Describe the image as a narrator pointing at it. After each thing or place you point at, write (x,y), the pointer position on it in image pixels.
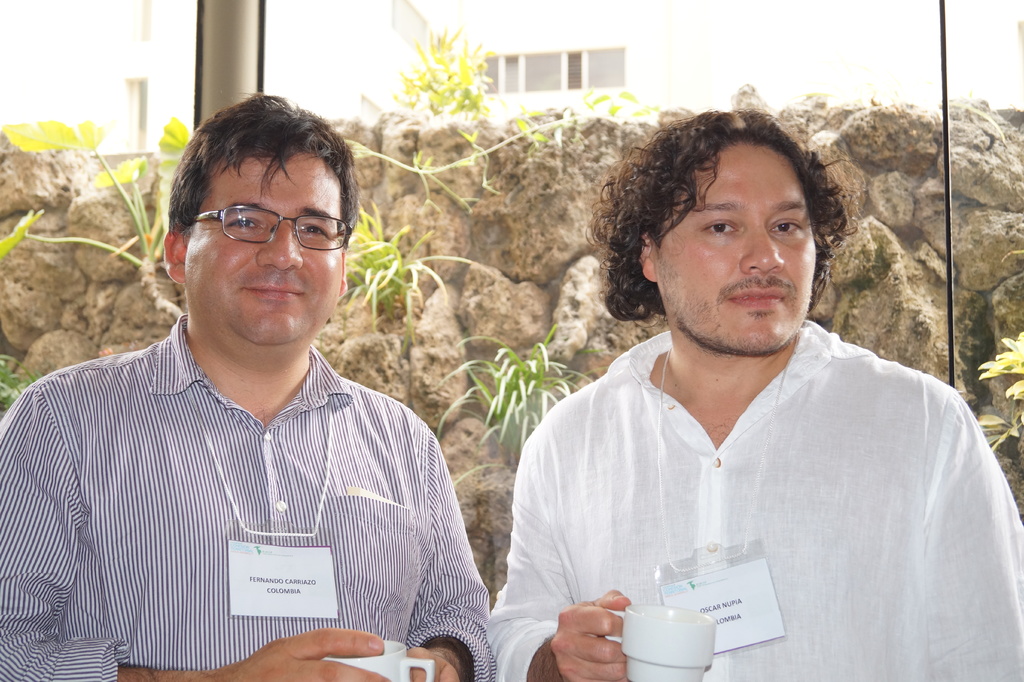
In this image in the foreground (273,141) I can see two people (239,106) and both are holding cups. At the back (941,273) I can see a rod (948,305), plants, rocks (587,149).
